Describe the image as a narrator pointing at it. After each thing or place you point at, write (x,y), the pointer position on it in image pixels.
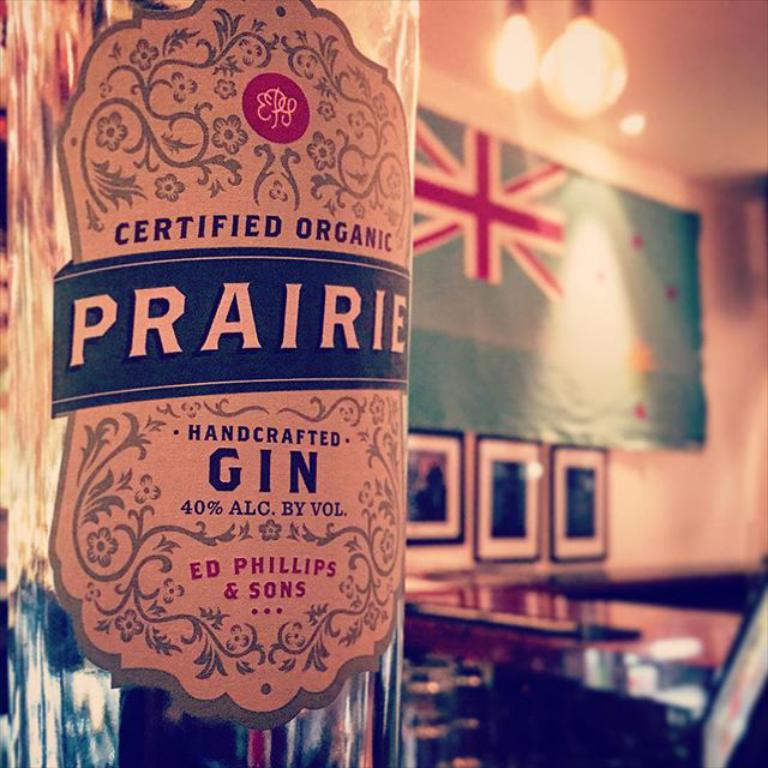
On the left side of the image (166,451), we can see glass object (207,554). On this object (193,716), there is a sticker (304,399). On the right side of the image (557,435), we can see the blur view. Here there are few frames (529,505), flag (662,441), wall (676,461), lights (569,66) and few things (612,677).
